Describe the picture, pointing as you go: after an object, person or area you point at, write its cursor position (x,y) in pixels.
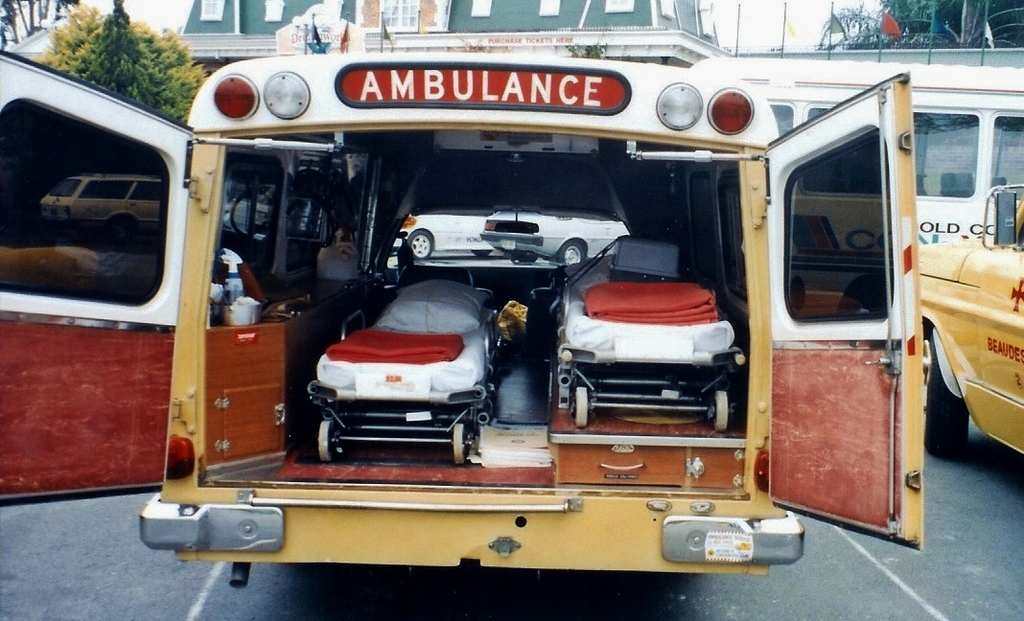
In this image there is an ambulance (703,112), inside the ambulance (888,444) there are beds (669,375), in the background (1008,284) there are vehicles (1015,308) on a road (1015,457) and buildings (514,29) and a tree (121,46).
